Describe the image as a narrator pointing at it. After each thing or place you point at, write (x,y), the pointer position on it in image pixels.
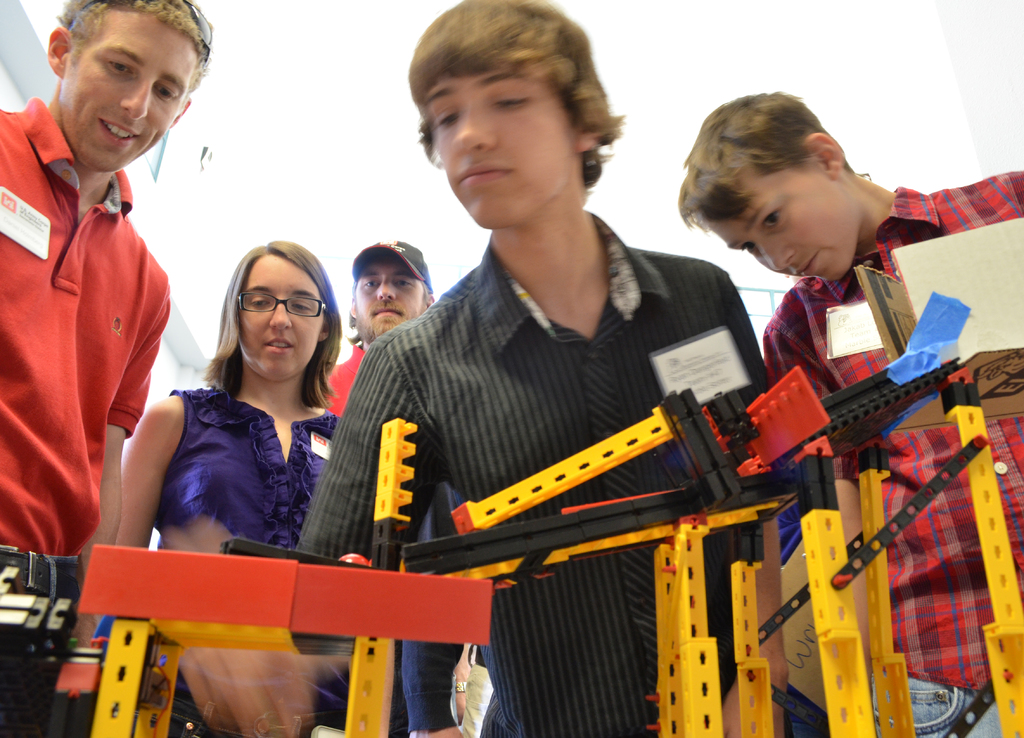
In this image we can see few people (500,384) and there are badges (684,368) on their clothes (610,388). There are few objects (741,637) at the bottom of the image (544,528).
